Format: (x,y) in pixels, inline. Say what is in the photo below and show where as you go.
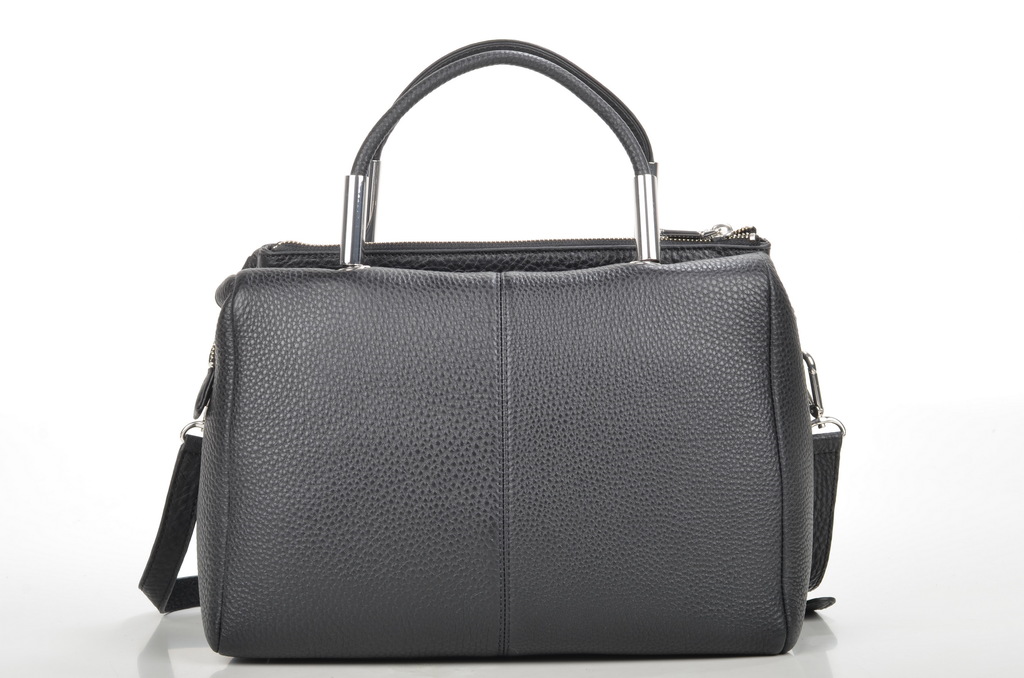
In the image we can see there is a ash colour purse (513,560).
